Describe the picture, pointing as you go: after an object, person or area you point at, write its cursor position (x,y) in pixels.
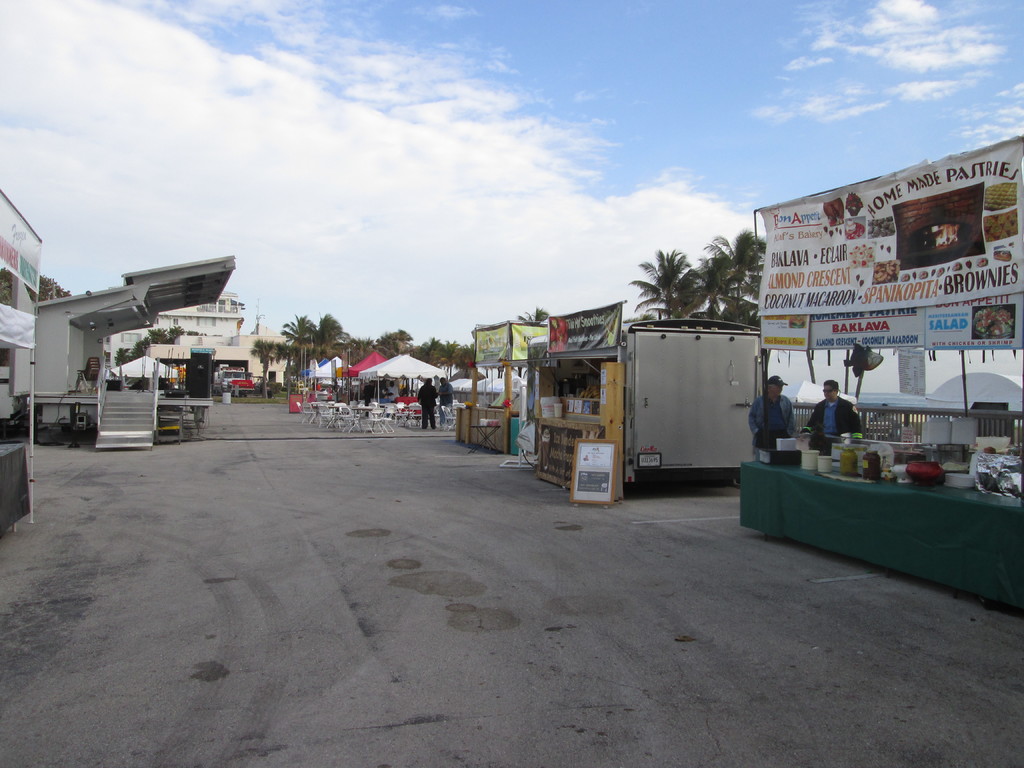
In the center of the image (408,494) there is road (540,581). To the right side of the image (745,500) there are stalls (577,398). There are people (819,435) standing. There are chairs (406,412). In the background of the image (270,374) there is a house (200,341). There are trees (158,341). At the top of the image (413,137) there is sky (313,170) and clouds (277,161).
